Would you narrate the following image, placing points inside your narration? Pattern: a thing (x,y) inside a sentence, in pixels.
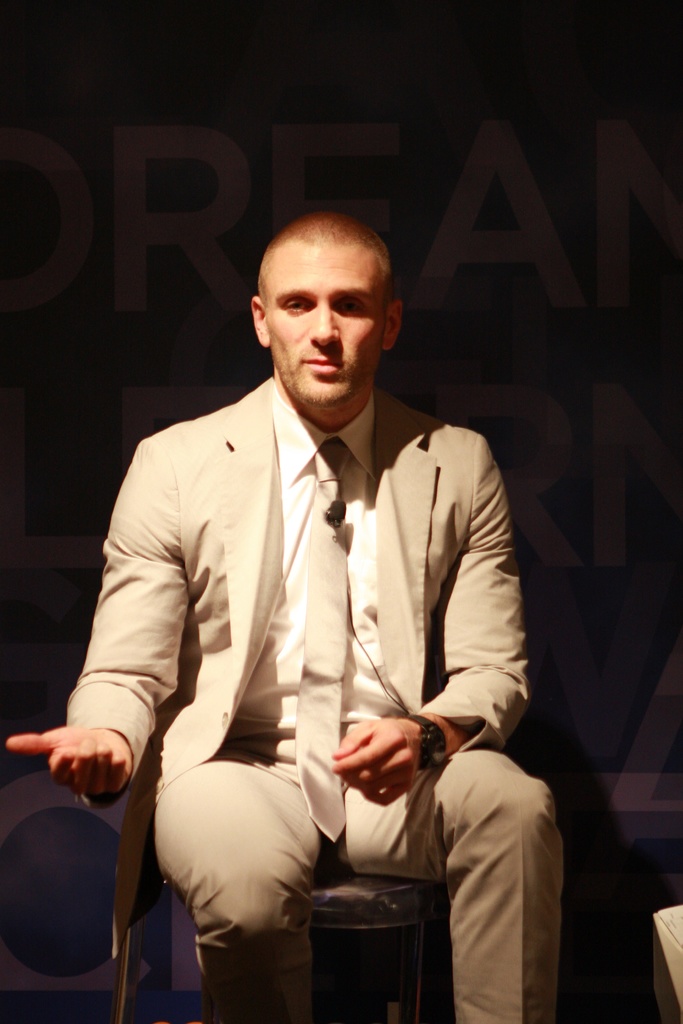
In this image there is a person (268,527) sitting and he is wearing suit (186,805) in the foreground (247,800). There is text (539,639) and the background (663,288) is dark.
